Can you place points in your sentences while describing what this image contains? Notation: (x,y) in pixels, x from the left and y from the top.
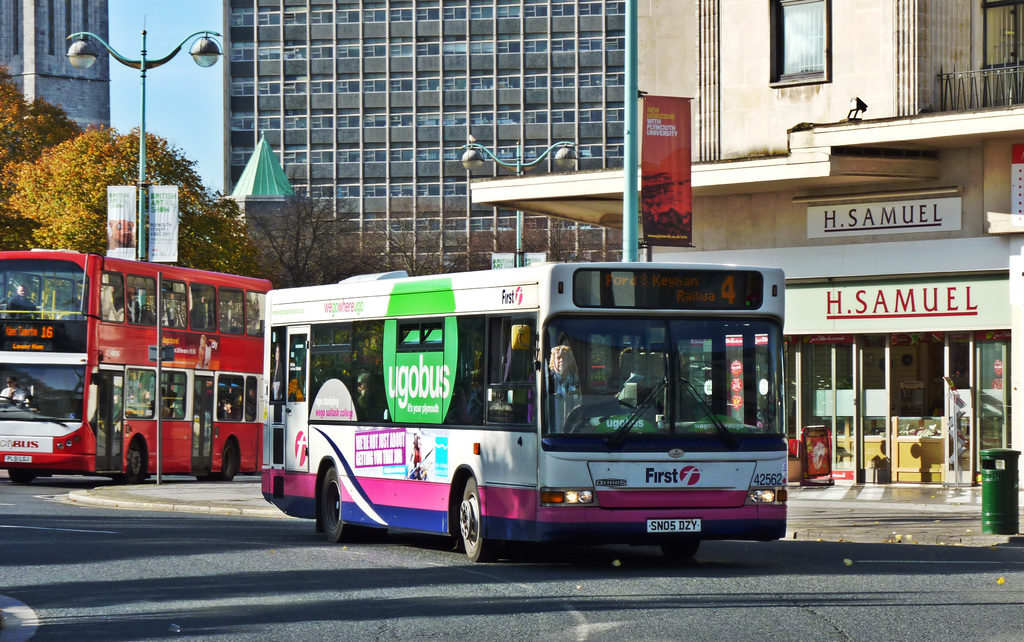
In this picture we can see two buses (196,462) on the road (172,523). There is a pole (145,191) with two lamps (203,65). These are the trees (18,125), there is a bin (991,500). And on the background (578,129) we can see some buildings (401,77). This is the banner (660,182) and there is a sky (171,24).
